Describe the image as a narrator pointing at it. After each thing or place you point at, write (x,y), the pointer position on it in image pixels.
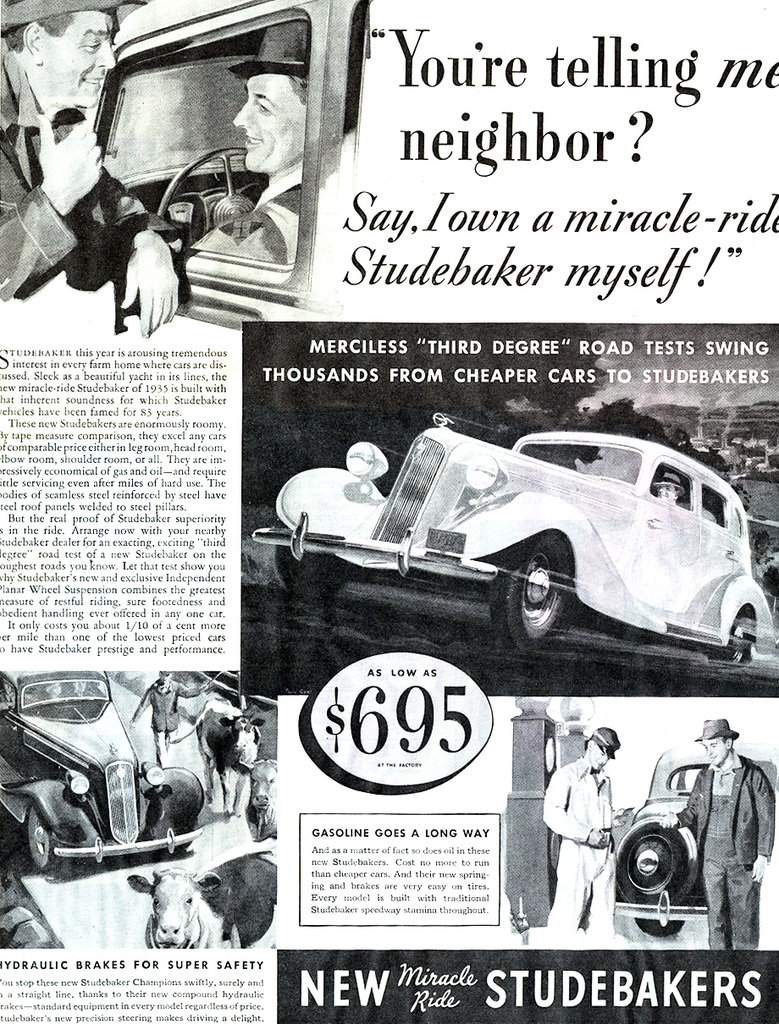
In the image we can see a poster (19,793). In the poster (443,143) we can see some text (45,514) and vehicles (361,102) and few people (101,76) are standing and sitting.
